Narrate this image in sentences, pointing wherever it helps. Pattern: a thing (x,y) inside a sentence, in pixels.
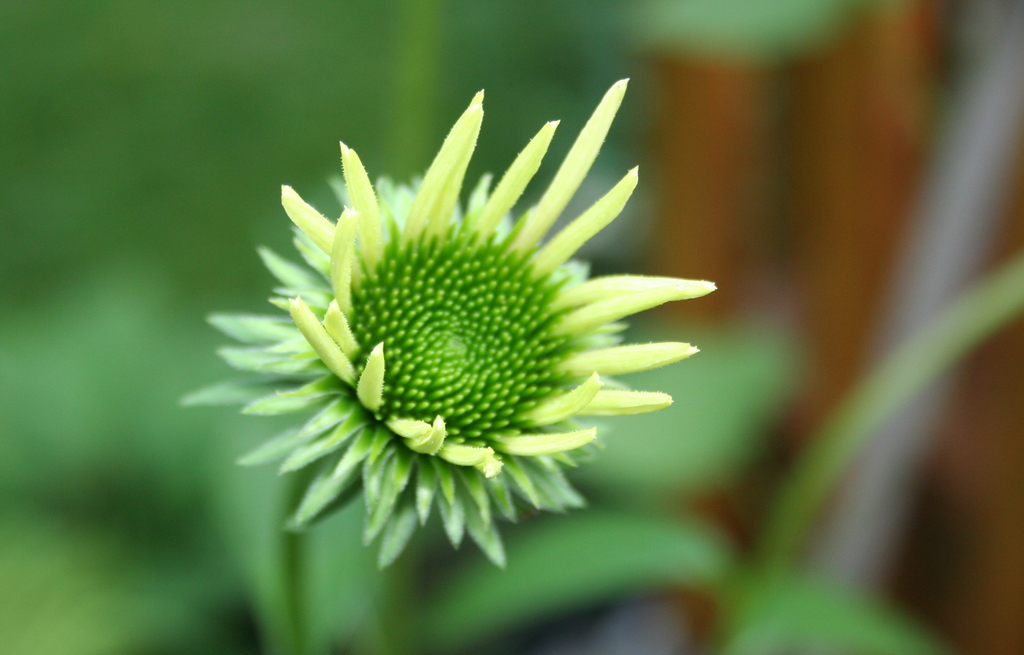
Here I can see a flower (464,358) which is in green color. The background is blurred.
